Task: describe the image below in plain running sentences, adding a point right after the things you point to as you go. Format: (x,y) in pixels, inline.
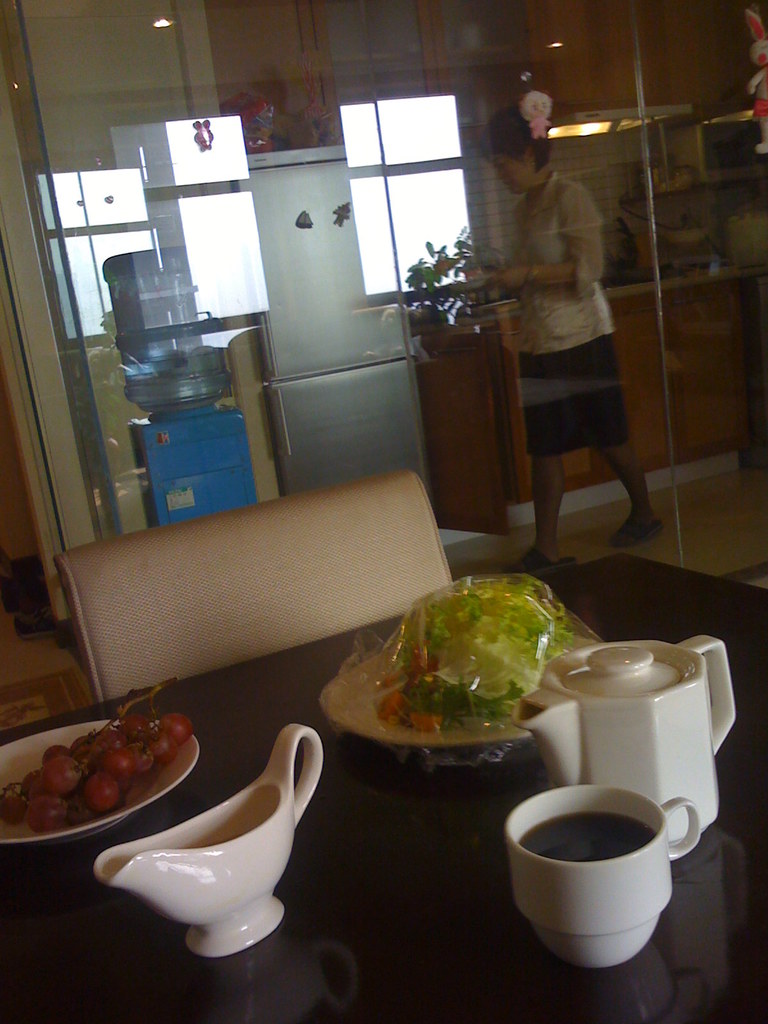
The picture consists of dining table (743,1021) with plates (40,755) filled with food (433,668) and coffee cup (585,858) filled with coffee (574,844) and beside it there is a glass wall (359,257), behind the wall (509,240) a woman (595,265) walking and beside her there is a refrigerator (310,390) and water filter (197,404).
